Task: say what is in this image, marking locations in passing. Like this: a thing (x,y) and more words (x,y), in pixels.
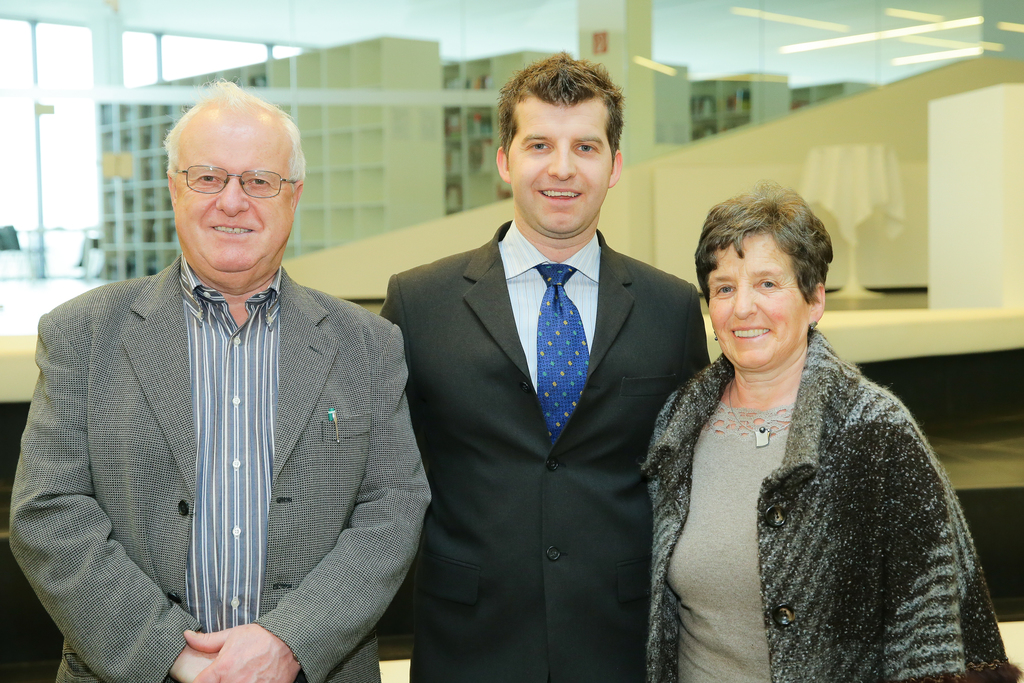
In this image we can see few people (291,357). There are bookshelves (489,92) in the image. We can see the reflection (942,55) of lights (962,49) on the glass (878,73) in the image.
